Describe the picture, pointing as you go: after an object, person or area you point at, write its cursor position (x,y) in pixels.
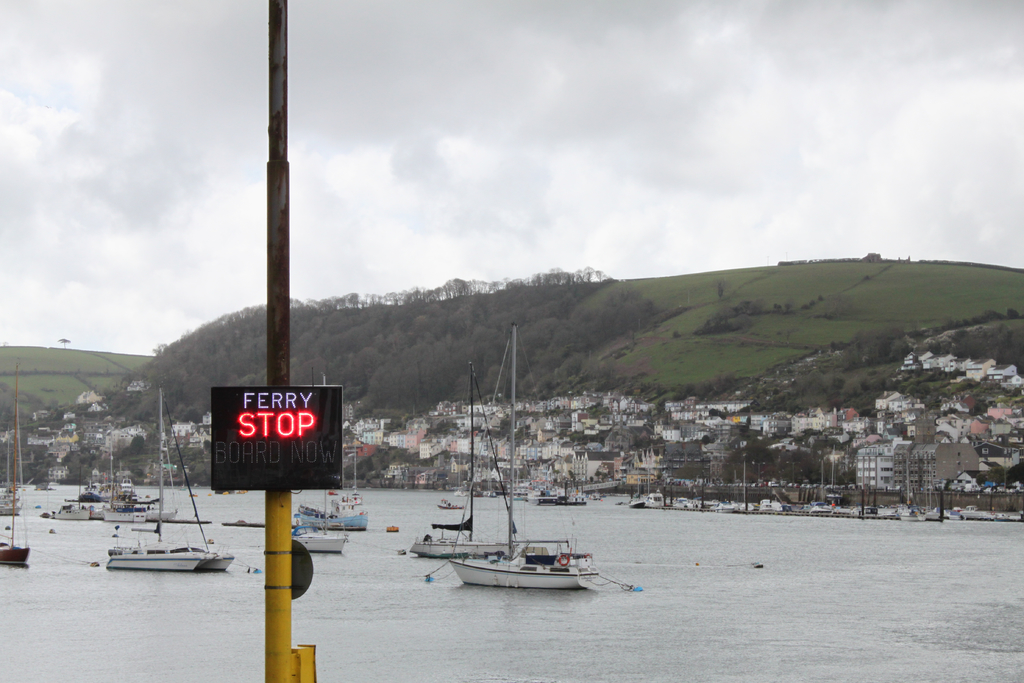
In the center of the image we can see a pole (278,533) and a board (274,480). On the board (293,436), we can see some text (324,456). In the background (300,138), we can see the sky (304,151), clouds (309,179), hills (803,263), buildings (931,423), boats (315,512) on the water (533,513) and a few other objects (842,462).
